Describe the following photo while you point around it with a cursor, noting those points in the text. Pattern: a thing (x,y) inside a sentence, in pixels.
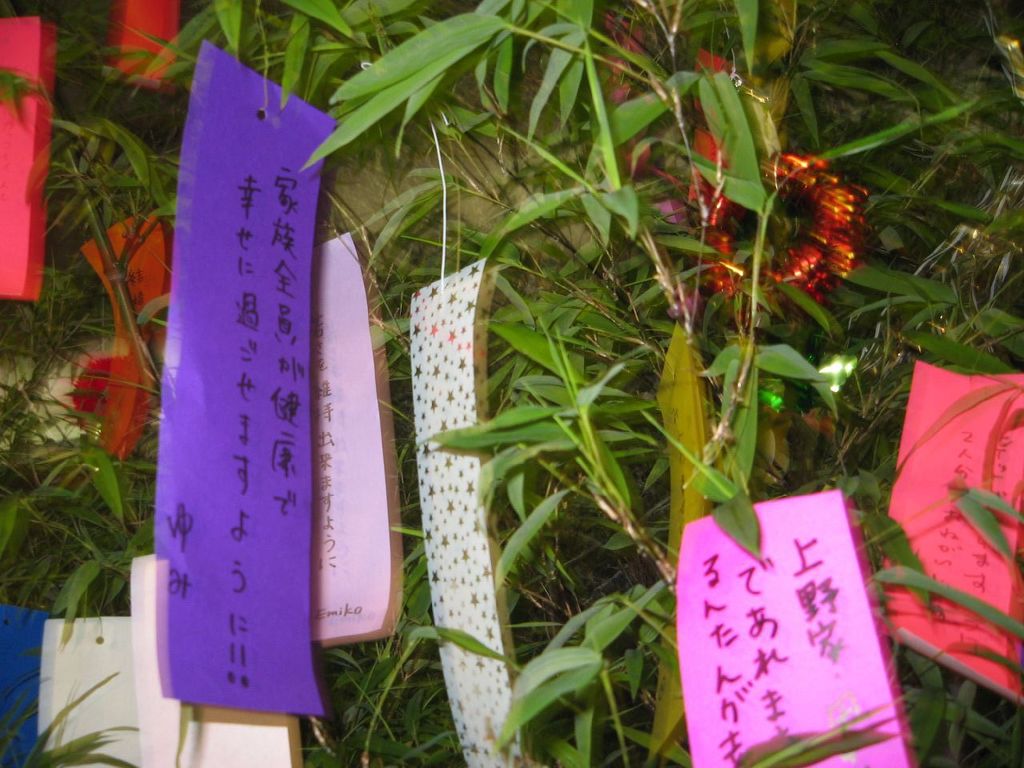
This is a zoomed in picture. In the center (650,345) we can see the green leaves (398,661) and some papers (253,599) on which we can see the text (253,306) is written and some other objects (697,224) placed on the surface (381,193) of an object (364,204).
